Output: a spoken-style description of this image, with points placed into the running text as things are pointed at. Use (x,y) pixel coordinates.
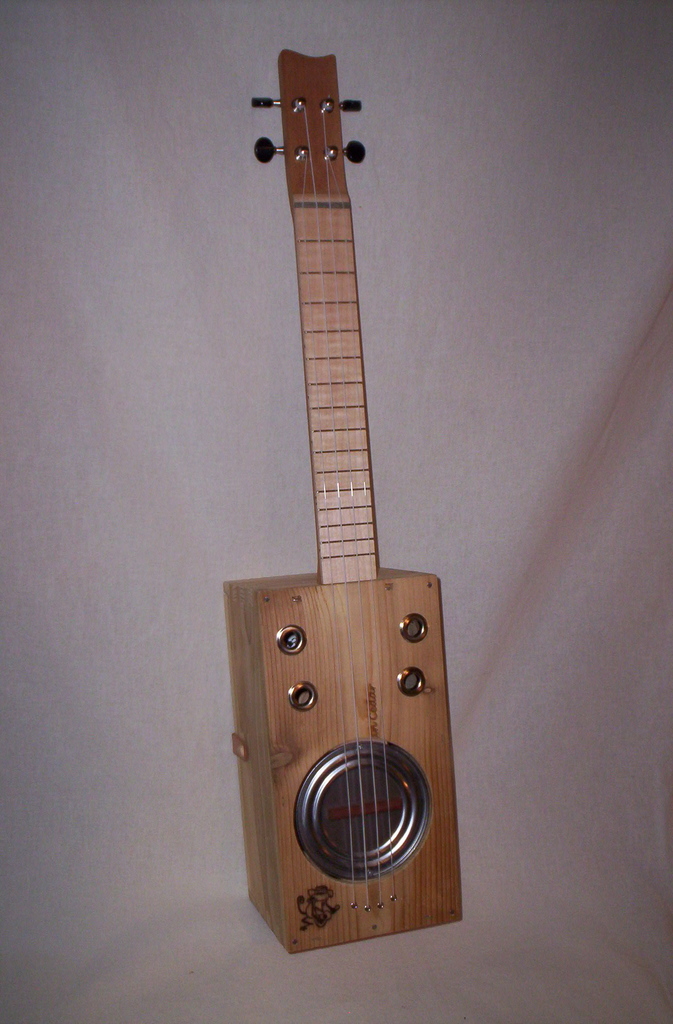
In this images we can see a wooden guitar (322,686) which is standing in front of a white cloth (498,428).
